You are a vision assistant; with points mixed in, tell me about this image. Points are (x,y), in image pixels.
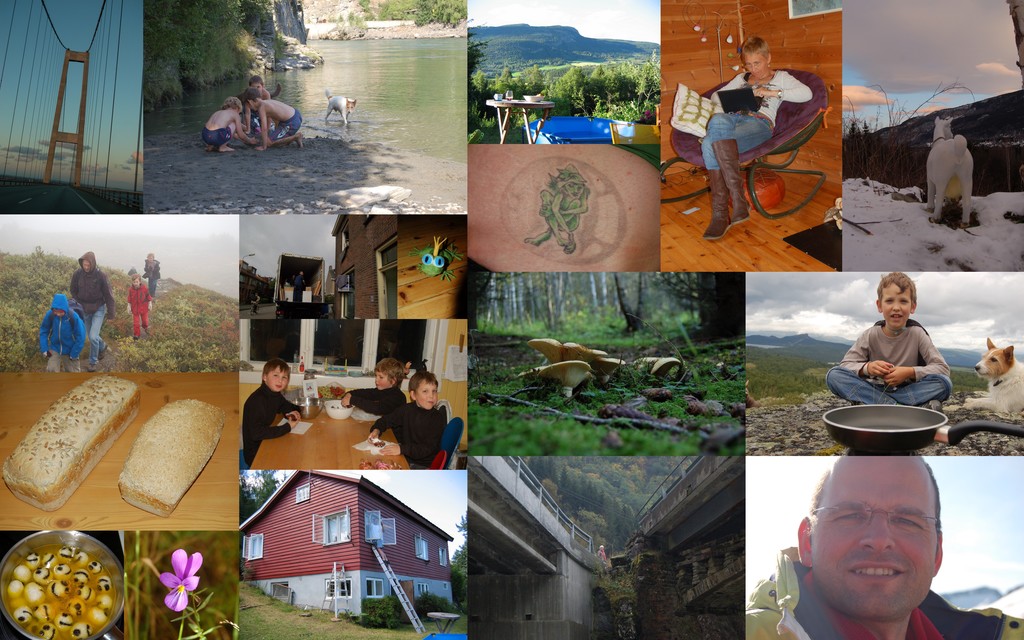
It is the image in which there is a collage of so many images. In the middle (350,238) there is a house (297,523). On the left side (67,125) there is a bridge (62,139). Beside bridge (64,110) there is a photo (274,113) in which there are kids (267,127) playing on the sand (278,159). On the right side (877,343) there is a boy (869,340). In front of him there is a pan (922,415).
